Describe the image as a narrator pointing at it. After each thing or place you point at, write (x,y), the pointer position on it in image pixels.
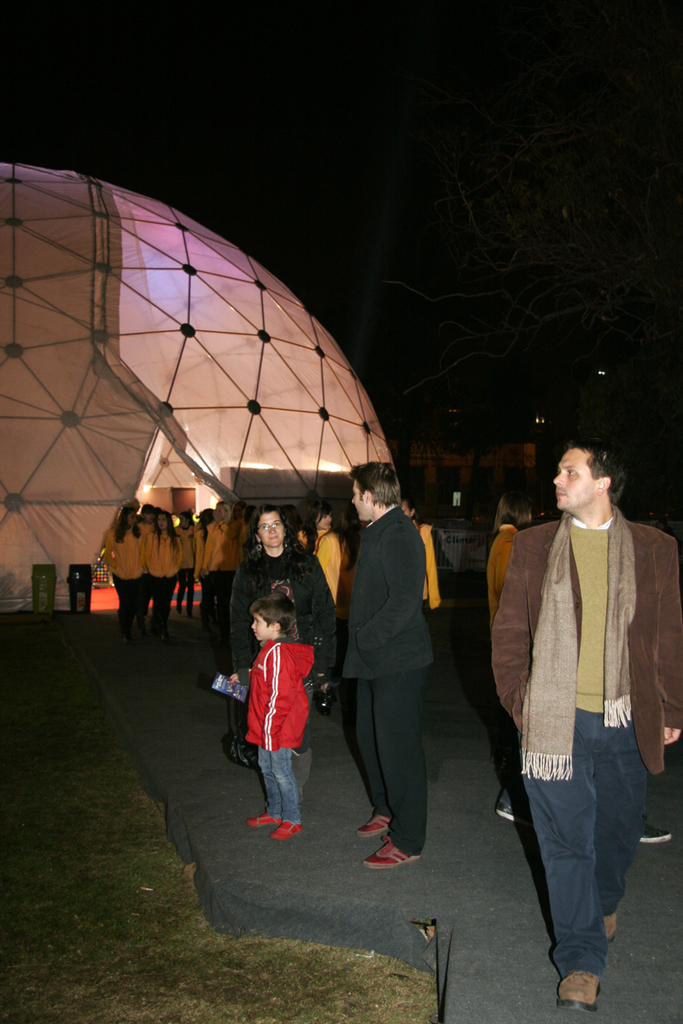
In this image I can see a group of people (287,811) are walking on the road (296,897) and grass (45,855). In the background (248,375) I can see a tent (350,382), buildings (415,471), lights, boxes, trees (431,302) and the sky (481,269). This image is taken may be during night.
